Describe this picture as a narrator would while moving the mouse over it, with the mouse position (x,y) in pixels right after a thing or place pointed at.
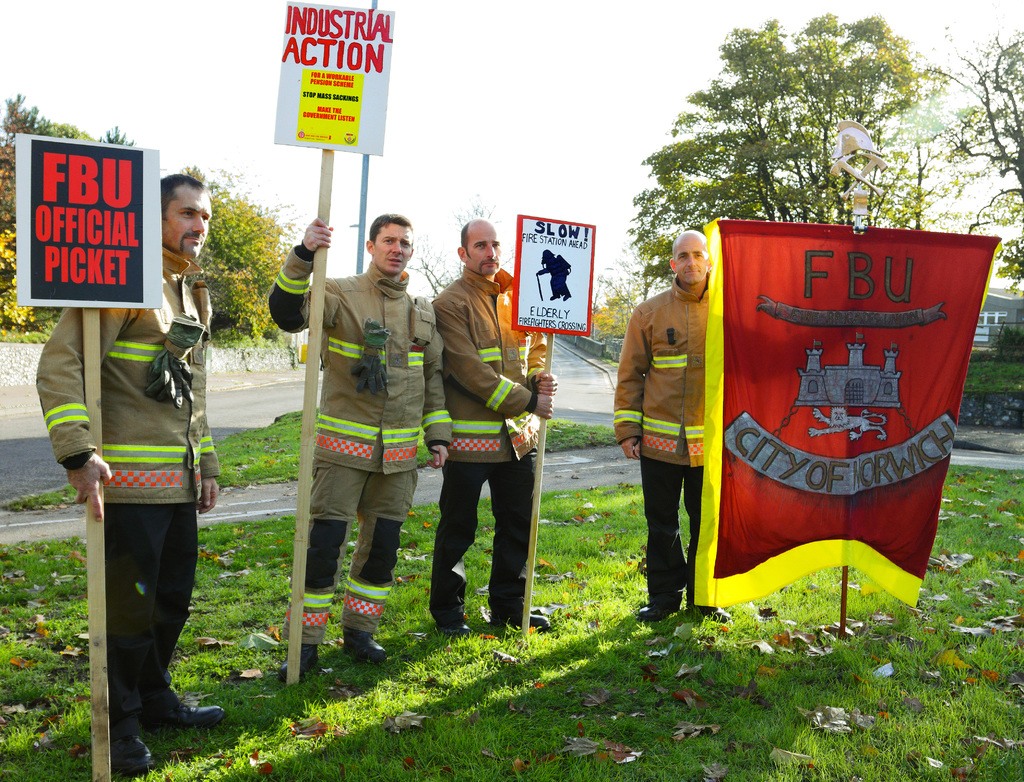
In this picture we can see few people (423,379) are standing on the grass (705,654), and we can find few people (528,371) are holding placards (539,278), in the background (1016,217) we can see few trees (644,215) and a house (977,333).
